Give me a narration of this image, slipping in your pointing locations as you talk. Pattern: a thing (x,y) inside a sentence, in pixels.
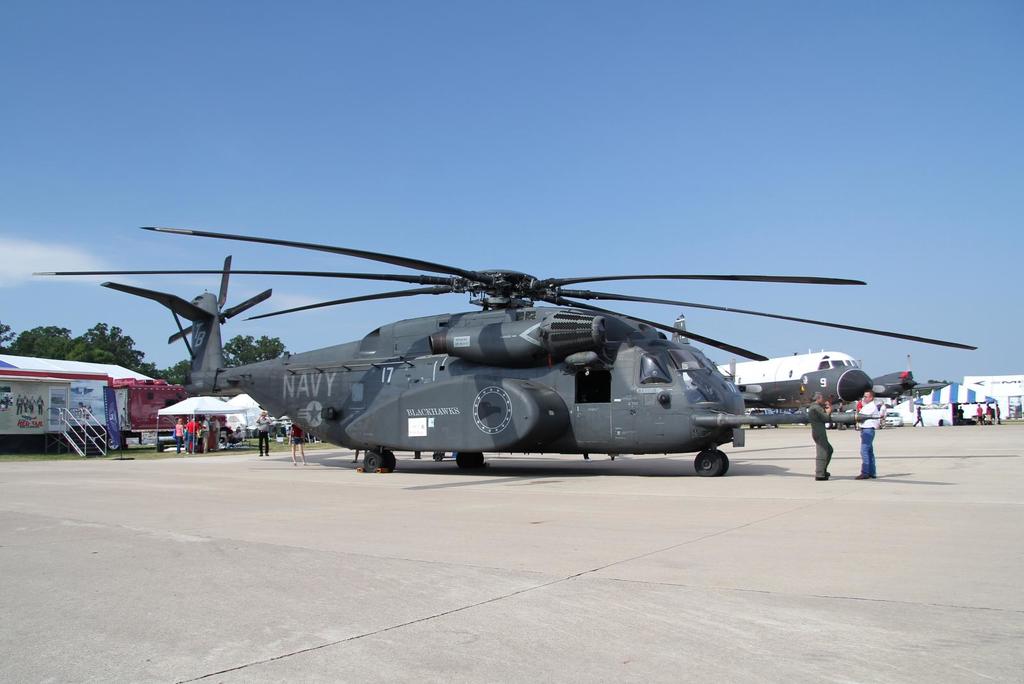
In this image in the middle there are small tents (964,399), under the tents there are few people (1000,415) visible, there are a helicopter (698,405) and an airplane (814,375) visible on the floor (672,489), in front of it there are two persons (872,414) standing, some vehicles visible on the right side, at the top (518,160) there is the sky (442,169), on the left side (27,360) there are small tent house (67,378), trees (41,352) visible.
